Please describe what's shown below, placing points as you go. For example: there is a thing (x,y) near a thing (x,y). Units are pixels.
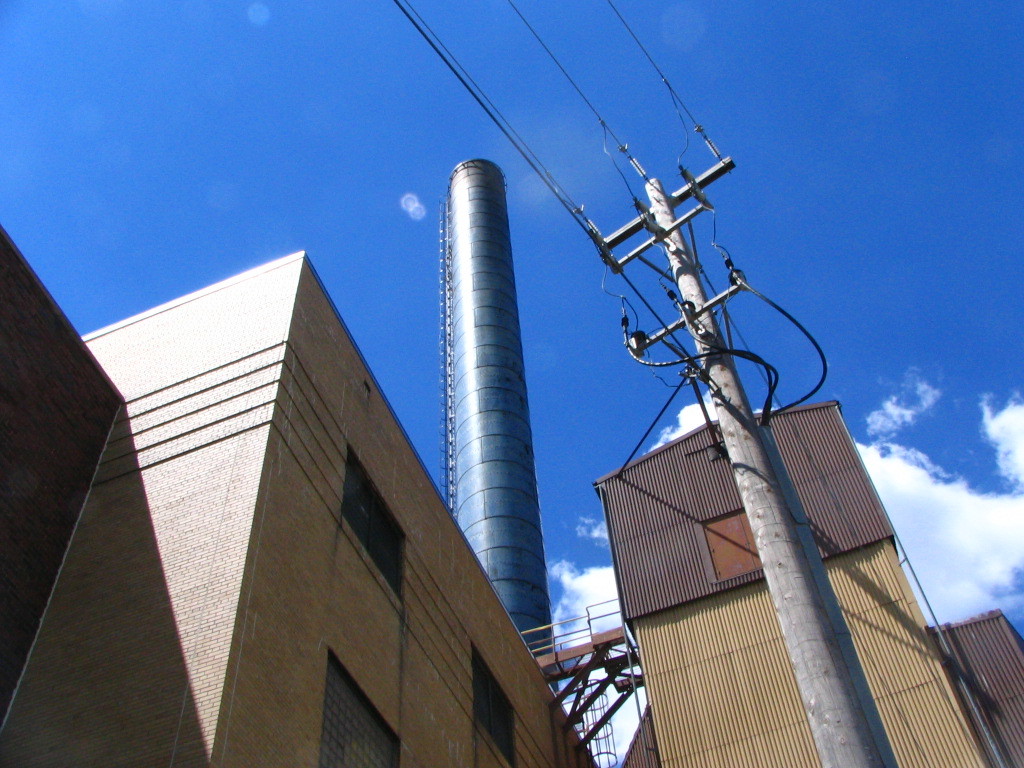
Here we can see buildings (751,641), pole (754,509), and wires (609,1). In the background (726,196) there is sky (917,404) with clouds (929,577).
